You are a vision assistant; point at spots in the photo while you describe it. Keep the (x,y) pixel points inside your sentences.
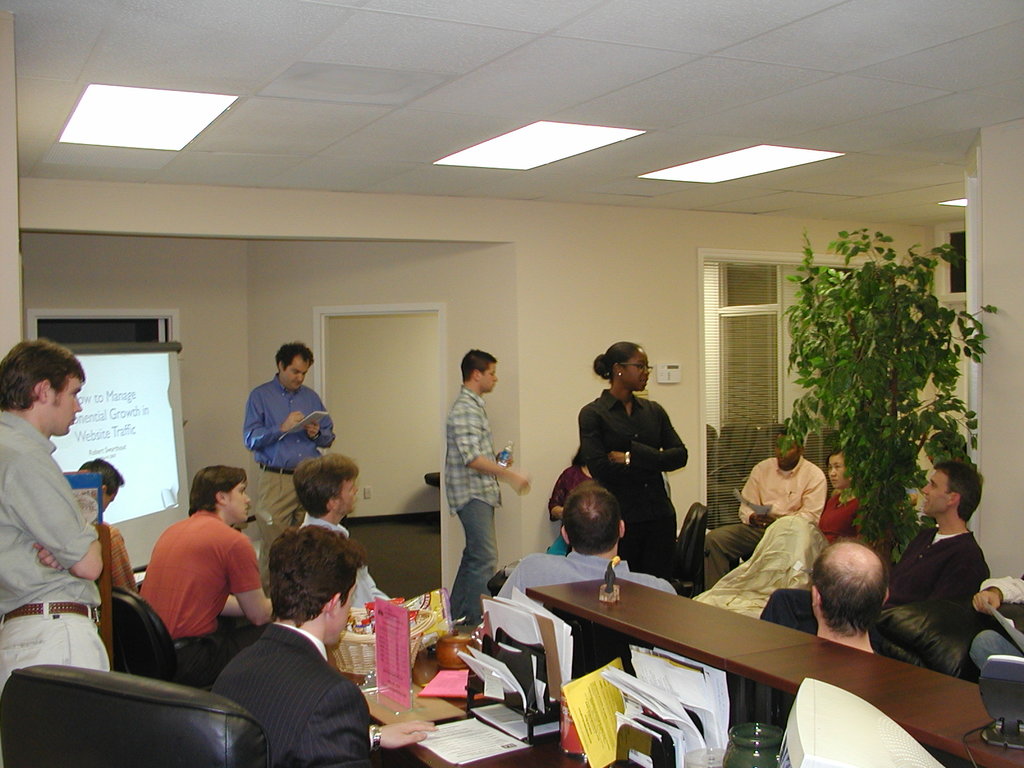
In the picture there are few men (234,638) sat on chair (217,724) in front of table (549,764) with papers (636,711) and files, a woman (645,497) and few other men (292,475) stood, Over the left side (126,386) there is a screen (163,387) and over the ceiling (799,192) there are few lights (729,177). And over the right side (746,371) there is a window (761,368) and a plant (871,400).
